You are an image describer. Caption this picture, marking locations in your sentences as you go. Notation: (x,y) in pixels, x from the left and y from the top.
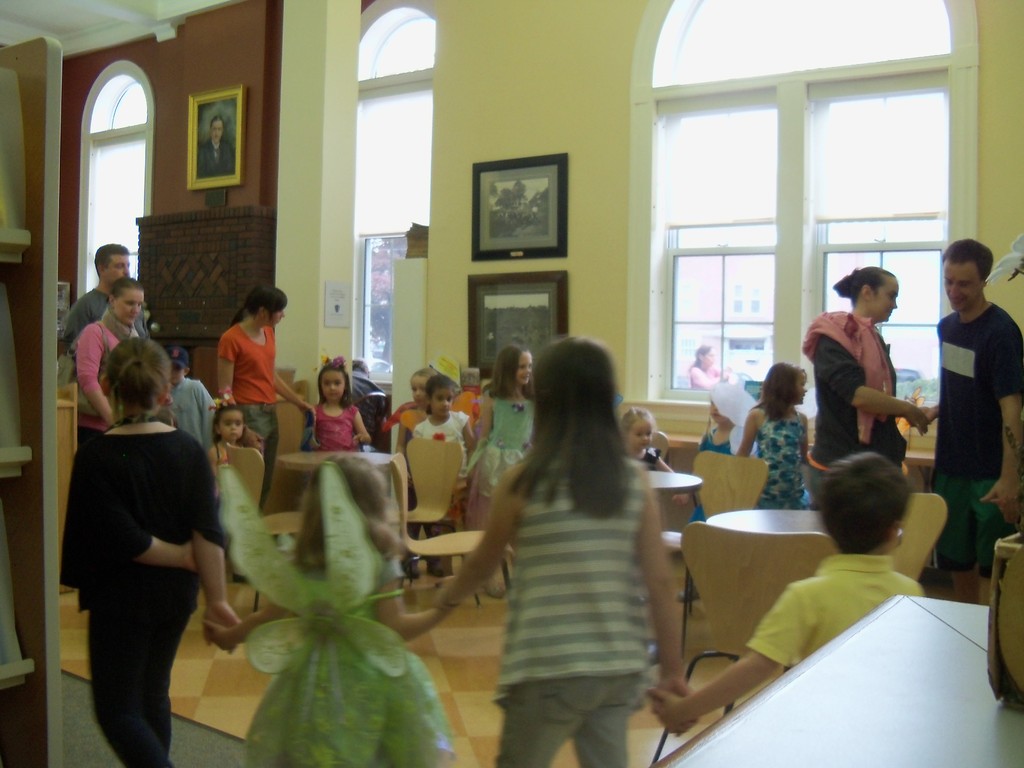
As we can see in a picture that there are many persons (330,467) are in a room (315,571), there are even children (463,448). Some of them are standing. This is a floor (440,659), there are photo frame (509,197) stick on a wall (469,199). This is a window (716,218).
